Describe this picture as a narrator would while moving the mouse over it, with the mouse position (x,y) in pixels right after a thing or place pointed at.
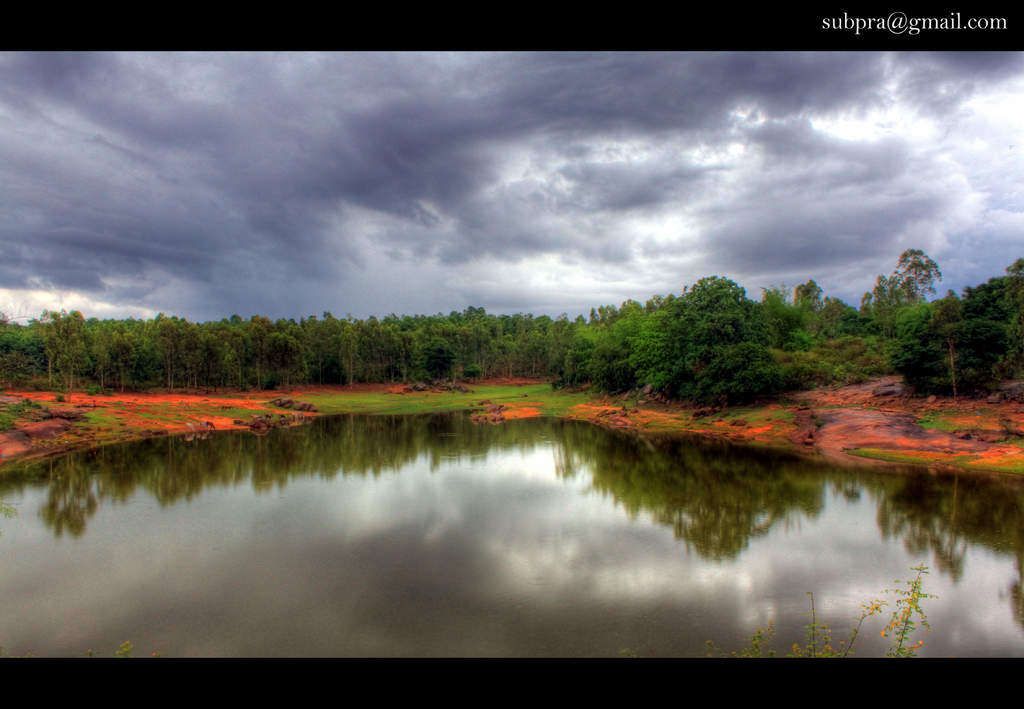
There is water (528,492). In the back (389,399) there is grass (389,399), trees (491,320) and sky (485,161) with clouds (486,149). In the right top corner (960,26) there is a watermark (894,26).
